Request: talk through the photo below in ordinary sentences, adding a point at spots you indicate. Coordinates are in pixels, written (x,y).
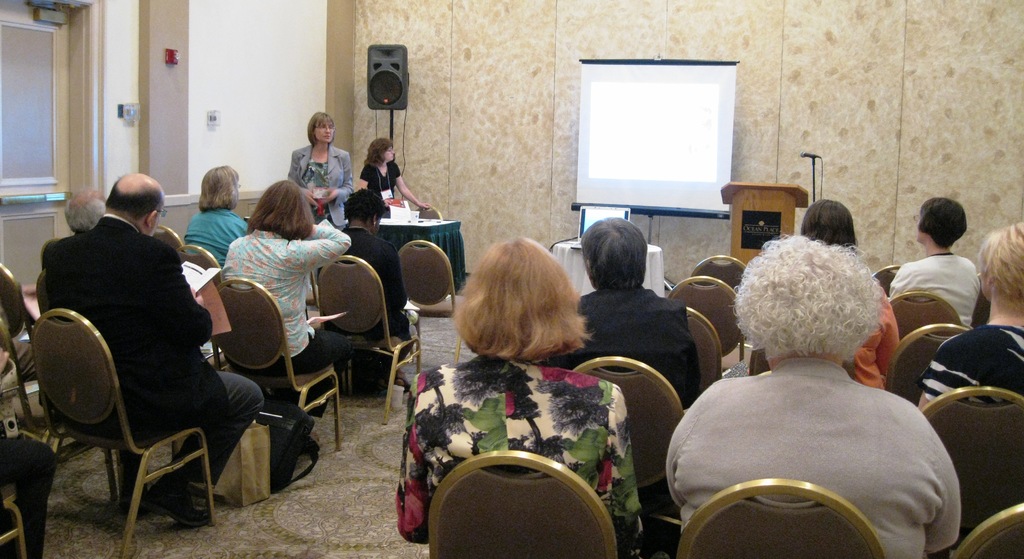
In this picture we can see a group of people (885,310) sitting on chairs (256,337) holding papers (215,310) in their hands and in front of them we have two woman (316,170) standing where one is looking at the screen (588,127) and in background (487,118) we can see wall (561,193), laptop (623,210) on table (565,253), speaker's (402,77), podium (780,186), mic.
